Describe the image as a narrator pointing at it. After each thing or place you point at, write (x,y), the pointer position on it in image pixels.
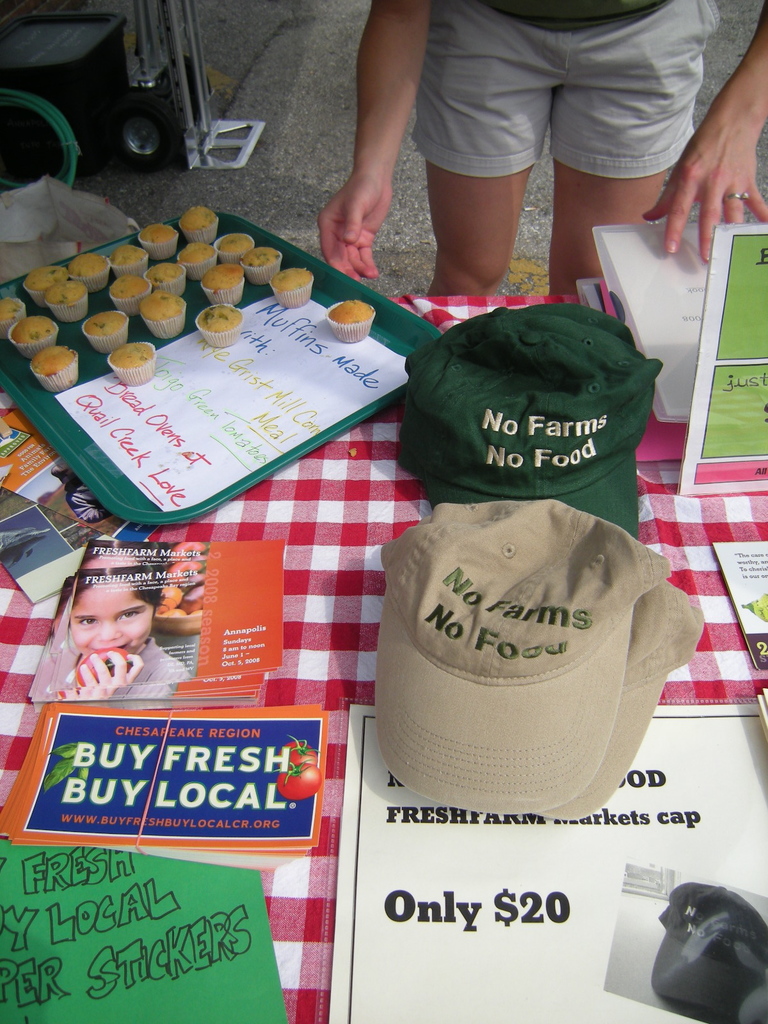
In this image we can see a woman (504,235) standing beside a table (453,324) containing some cup cakes (223,339) in a tray (199,464), some books (226,548) and papers (199,448) with some text (234,629) on them and some caps (554,577) which are placed on it. On the backside (61,137) we can see a pipe (66,126) and a trolley (160,119) on the ground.
